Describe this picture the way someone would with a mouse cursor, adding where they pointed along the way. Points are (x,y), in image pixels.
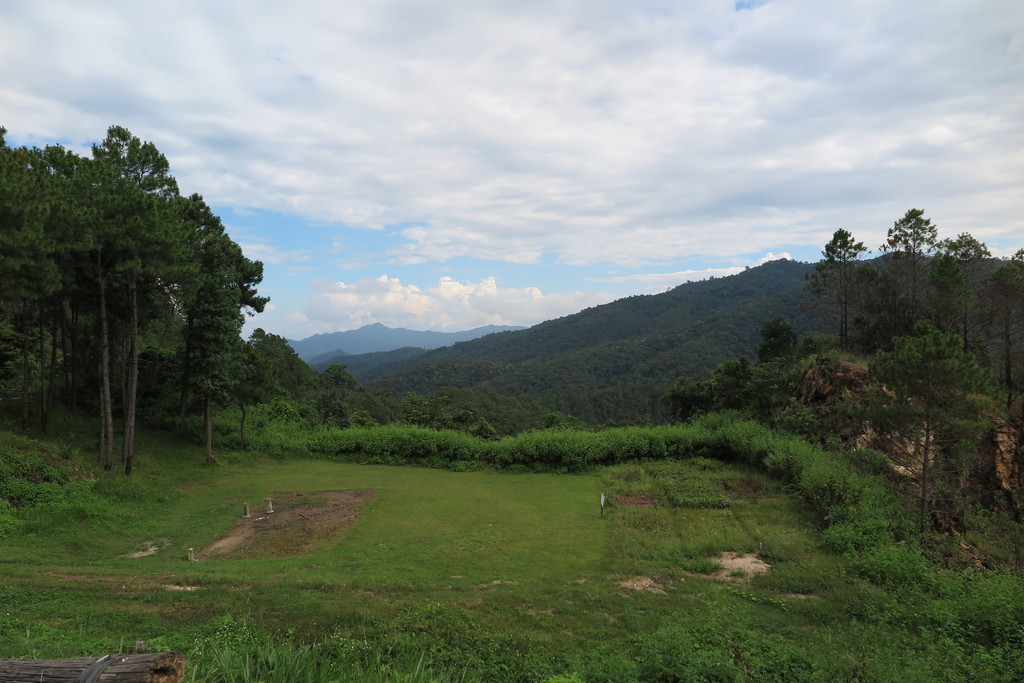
In this image I can see the trees (472,418) and plants (483,424) in green color. In the background (474,359) I can see the mountains (362,334) and the sky (427,213) is in white and blue color.
